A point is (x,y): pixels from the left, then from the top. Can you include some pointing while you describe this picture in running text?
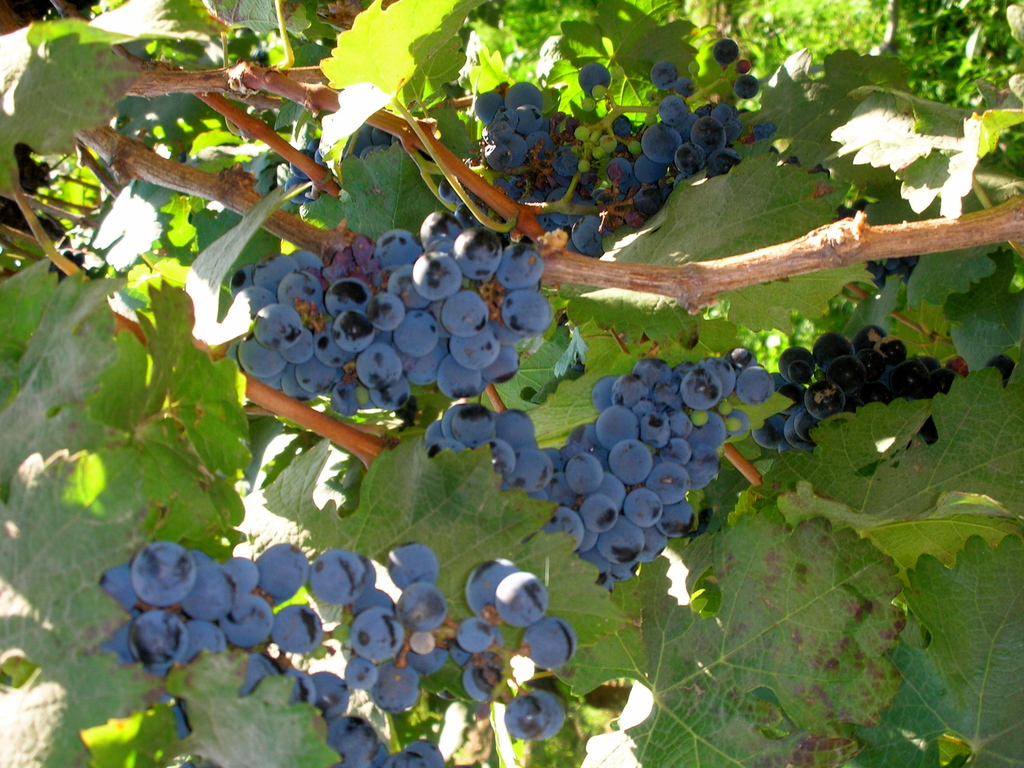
In this image there is a tree (577,267) and grapes (400,395) on it.
